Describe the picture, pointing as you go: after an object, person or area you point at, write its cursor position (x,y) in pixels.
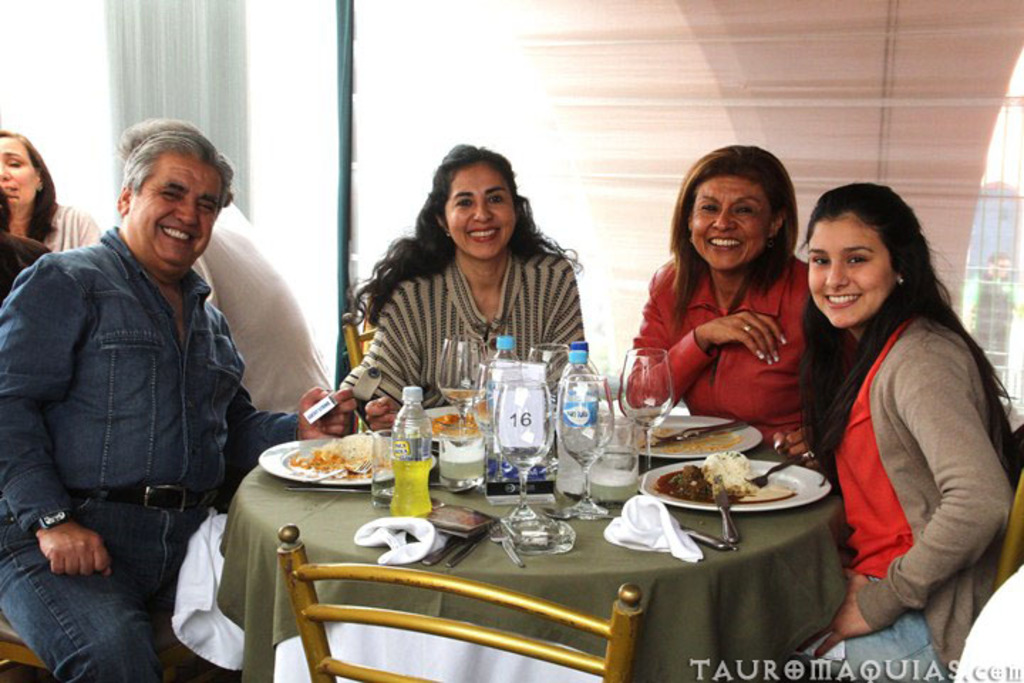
In this picture i could see couple of persons (383,291) sitting and having a meal (763,490) four of them are giving a smile in the right side of the picture (847,312) there are three ladies (776,308) first one is dressed in red in color and next one is dressed in red in color and beside her is in stripes they all are sitting on the chair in the left corner of the picture (110,384) a person (107,398) wearing a jeans colored shirt (135,435) and pants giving a smile in front of them there is a dining table (581,592) on which there are wine glasses (520,467), plates (717,508) spoon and fork (759,478) and there are some bottles (496,382) and in the left corner (17,172) there are couple of persons (24,185) sitting and in back ground (200,77) i could see a white curtain (187,78) and a wooden colored wall (697,84).
